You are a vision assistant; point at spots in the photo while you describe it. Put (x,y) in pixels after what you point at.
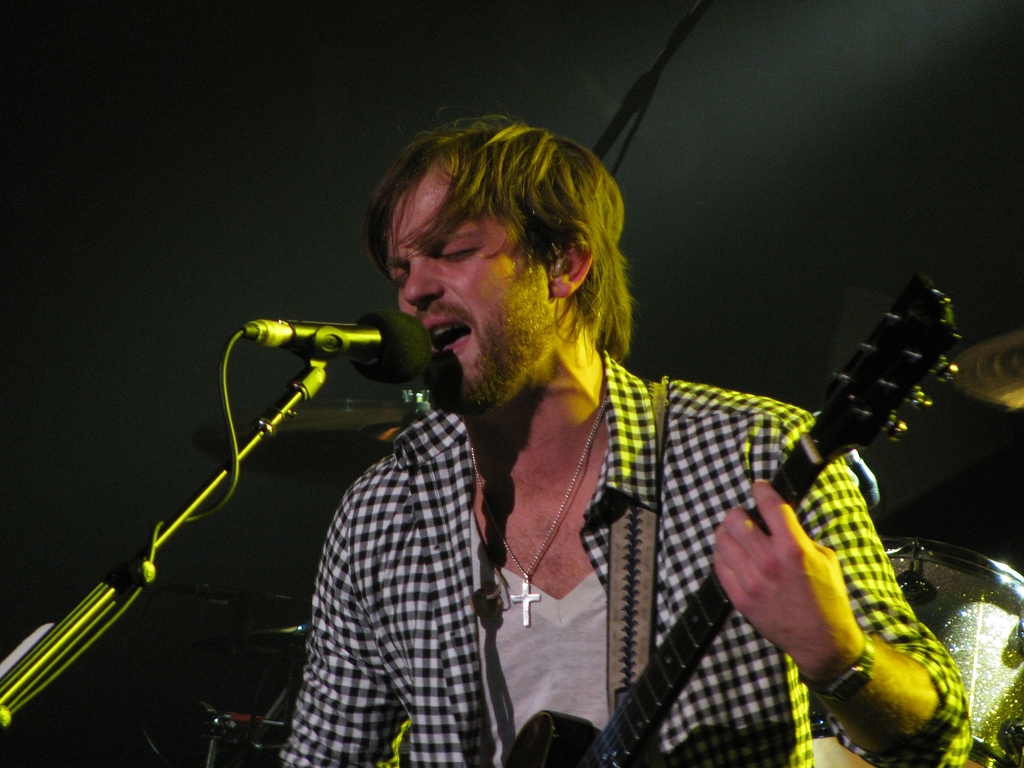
Here a man (510,682) is singing on microphone (394,367) and also playing the guitar (529,737). He is wearing a shirt (702,512), wrist watch (862,666).
